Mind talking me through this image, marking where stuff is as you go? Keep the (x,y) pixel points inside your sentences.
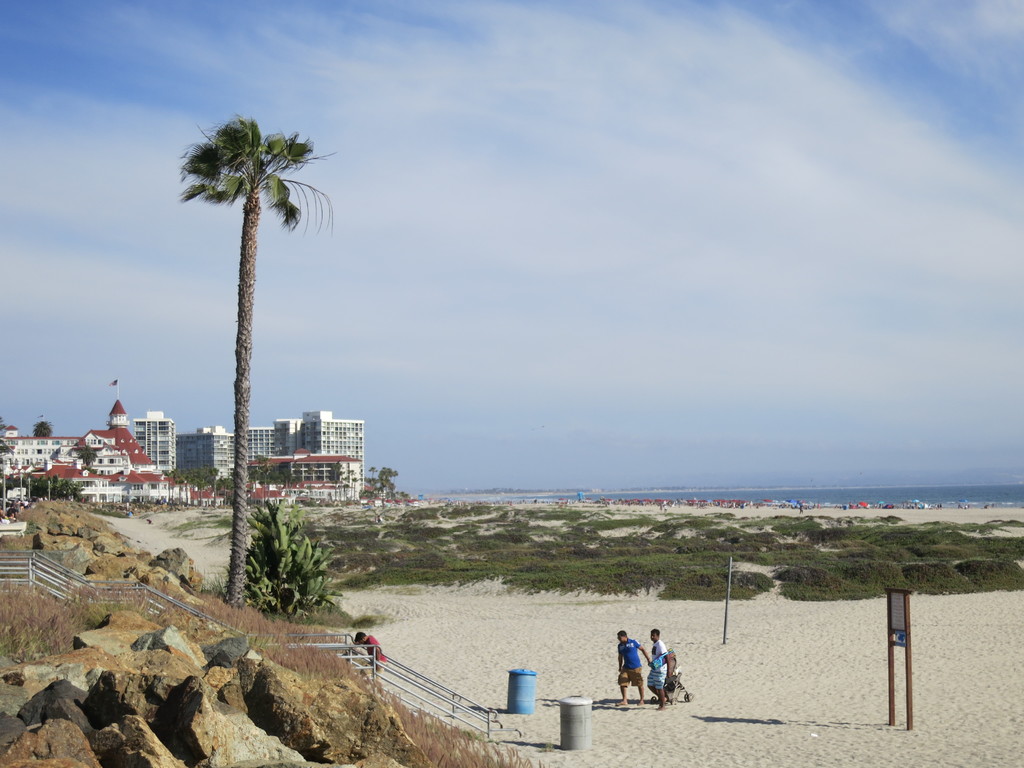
In this picture I can see there are few people (664,682) walking here and there are stairs (406,665) and in the backdrop (229,479) I can see there are trees (215,484), buildings (258,488) and on to right (826,488) there is a ocean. The sky (324,198) is cloudy.
